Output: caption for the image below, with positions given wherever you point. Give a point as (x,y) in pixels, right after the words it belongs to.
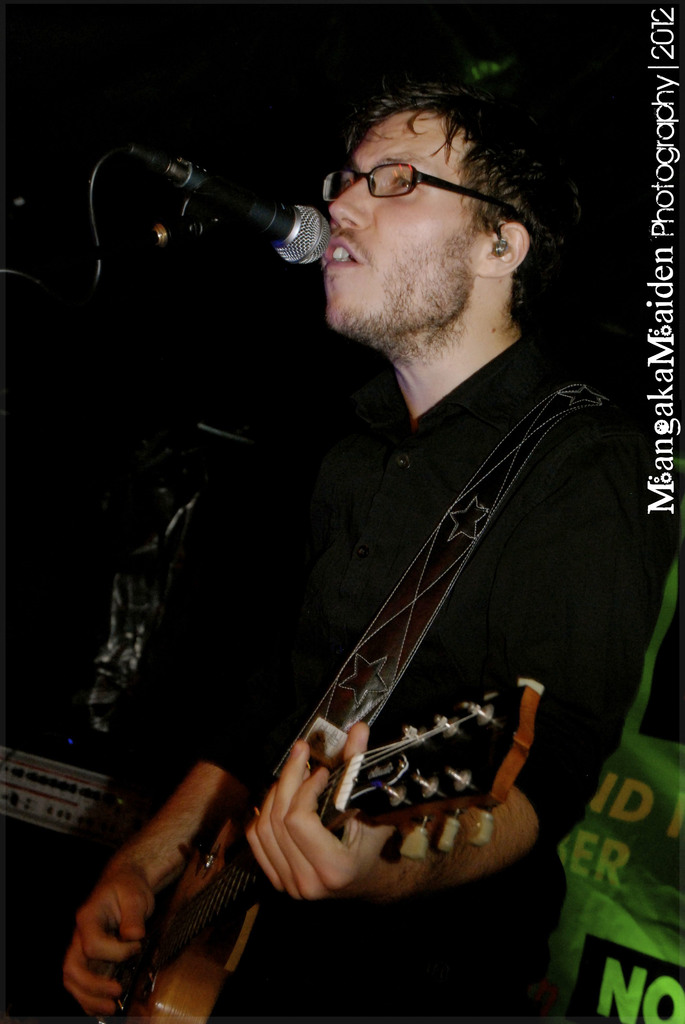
In the picture we can see a man (321,691) singing a song in the microphone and holding a guitar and playing it. In the background (84,622) there is black in colour.
